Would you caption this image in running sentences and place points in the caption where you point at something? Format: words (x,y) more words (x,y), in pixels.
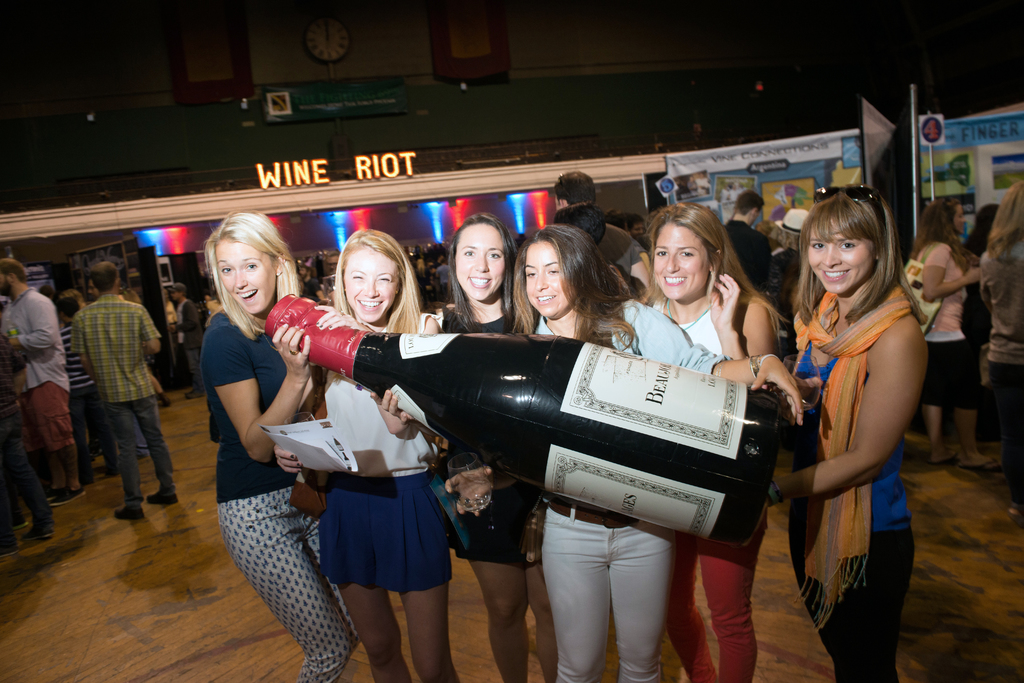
In this image, in the middle (677,356) there are six women (553,334), they are smiling, they are holding a bottle (561,424). On the left (141,364) there is a man (143,344), he wears a shirt (108,353), trouser (133,450), he is walking and there are people (31,344). On the right (1013,301) there are women (1015,315) and some people (932,292). In the background (920,207) there are posters (760,177), boards (690,177), building (344,172), text (324,178), lights (343,216), clock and a wall (440,139).
